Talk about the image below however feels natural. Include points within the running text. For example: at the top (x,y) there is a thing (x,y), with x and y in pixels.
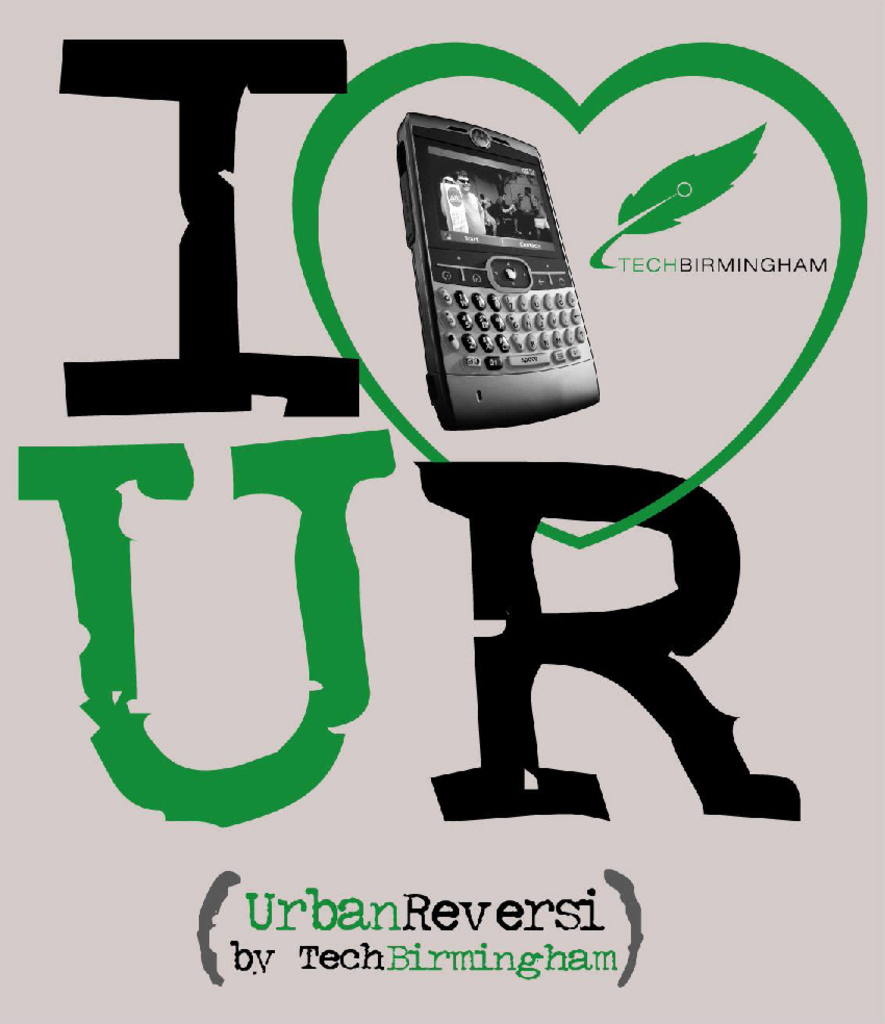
In the center of the image (366,562) we can see a poster (473,582). On the poster (589,488), we can see one phone (498,333) and some text (515,672).
